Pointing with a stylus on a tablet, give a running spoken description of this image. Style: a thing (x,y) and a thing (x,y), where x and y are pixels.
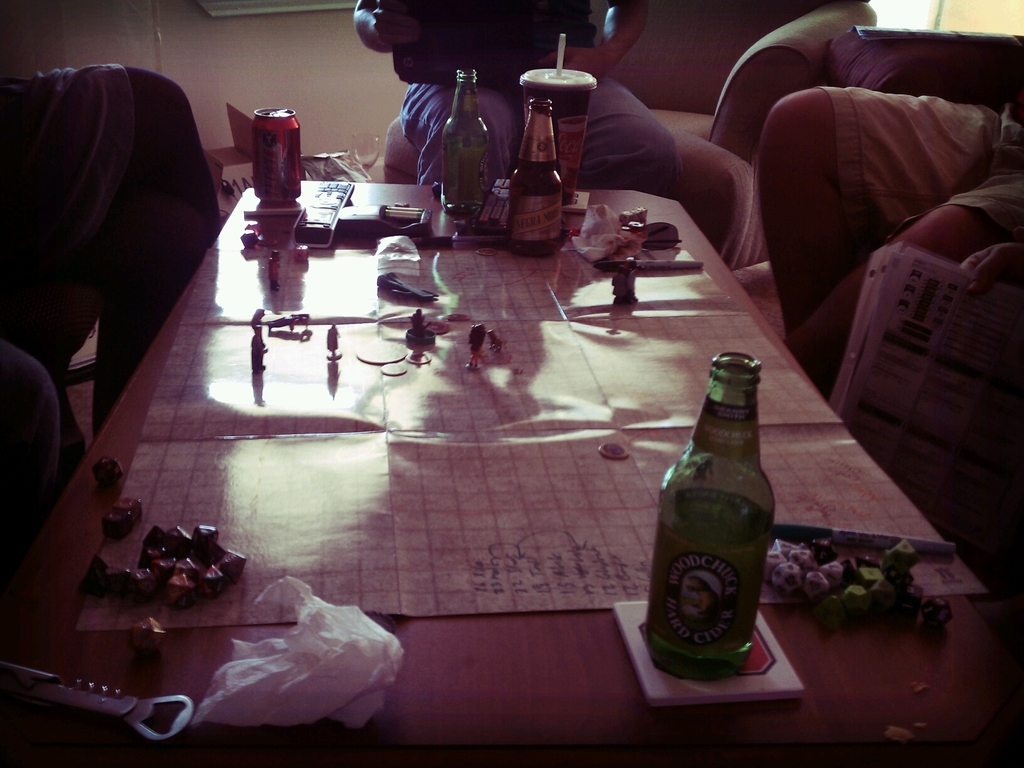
In this image i can see a bottle (729,643), dice (167,553), remote (496,204) and coke tin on top of the table (431,408) and at the background of the image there are two persons (644,128) sitting.
